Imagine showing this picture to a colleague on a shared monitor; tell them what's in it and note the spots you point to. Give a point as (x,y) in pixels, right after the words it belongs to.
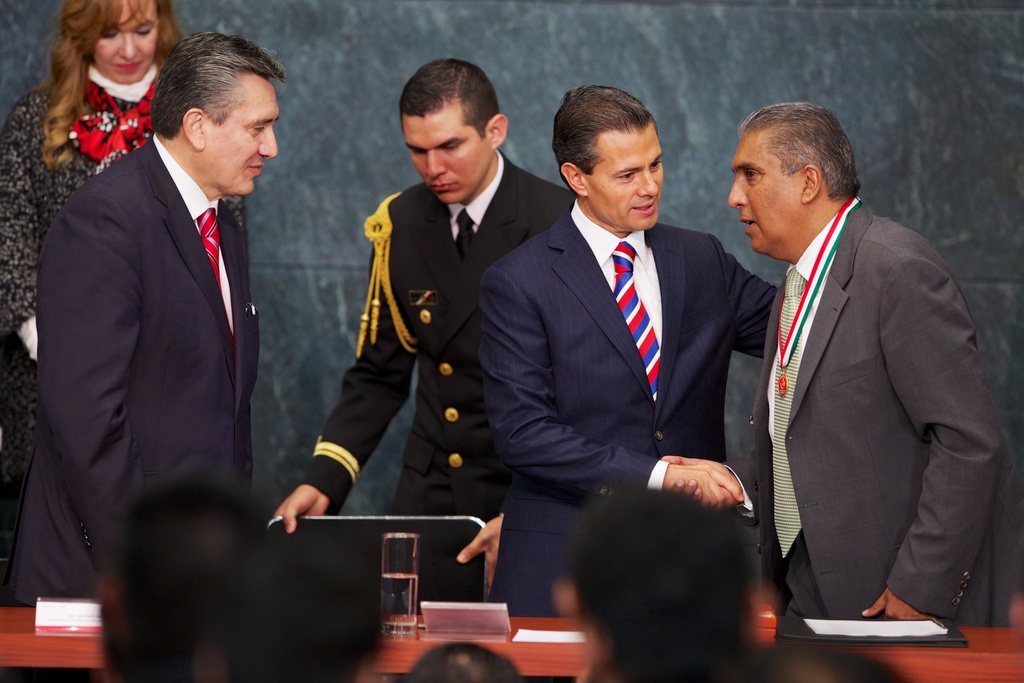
In this image there are four men (426,346) and a woman (135,65) standing, in front of them there is a table (1004,652), on that table (985,651) there is a glass (402,607), in front of the table (1023,655) there are people (673,646).
